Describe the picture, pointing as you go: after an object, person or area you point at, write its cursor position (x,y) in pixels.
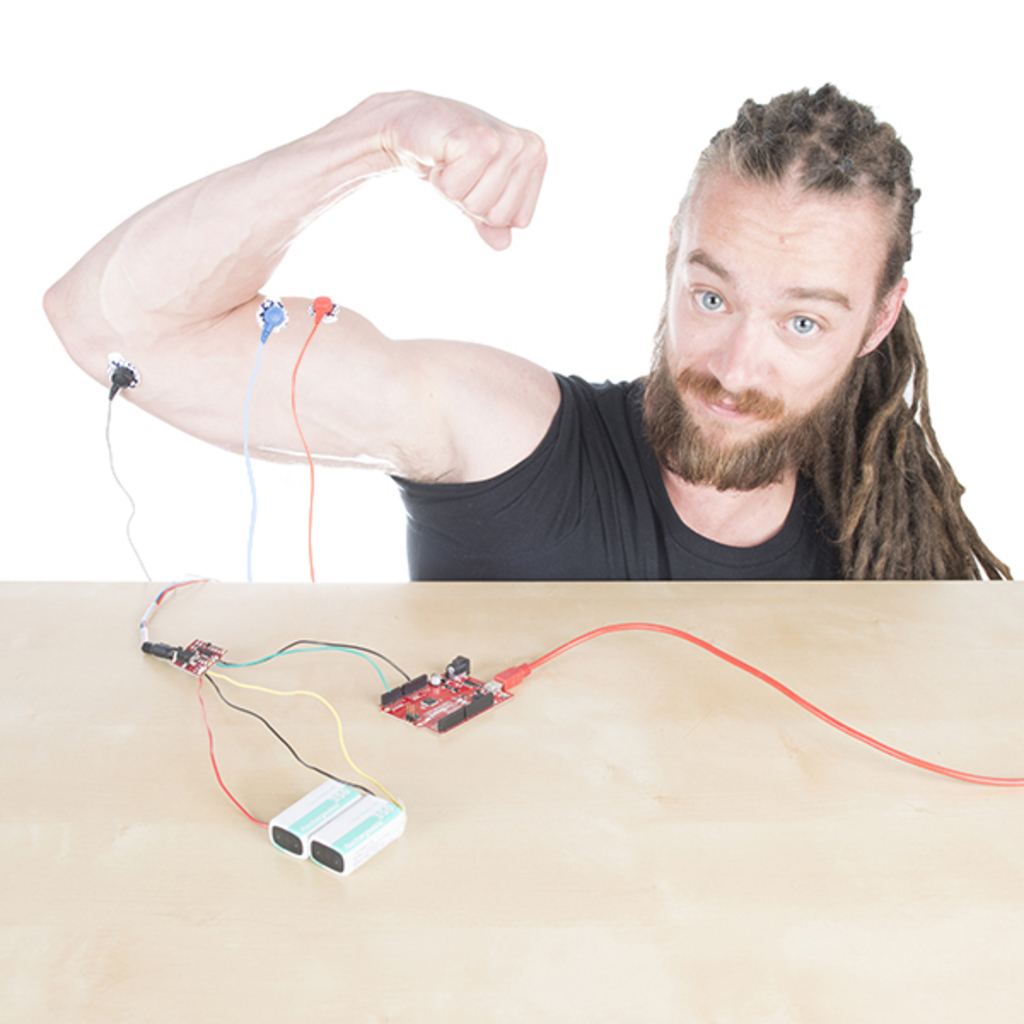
In this image we can see a person (600,532), in front of him there is a table (186,853) with some objects (280,816) on it.
